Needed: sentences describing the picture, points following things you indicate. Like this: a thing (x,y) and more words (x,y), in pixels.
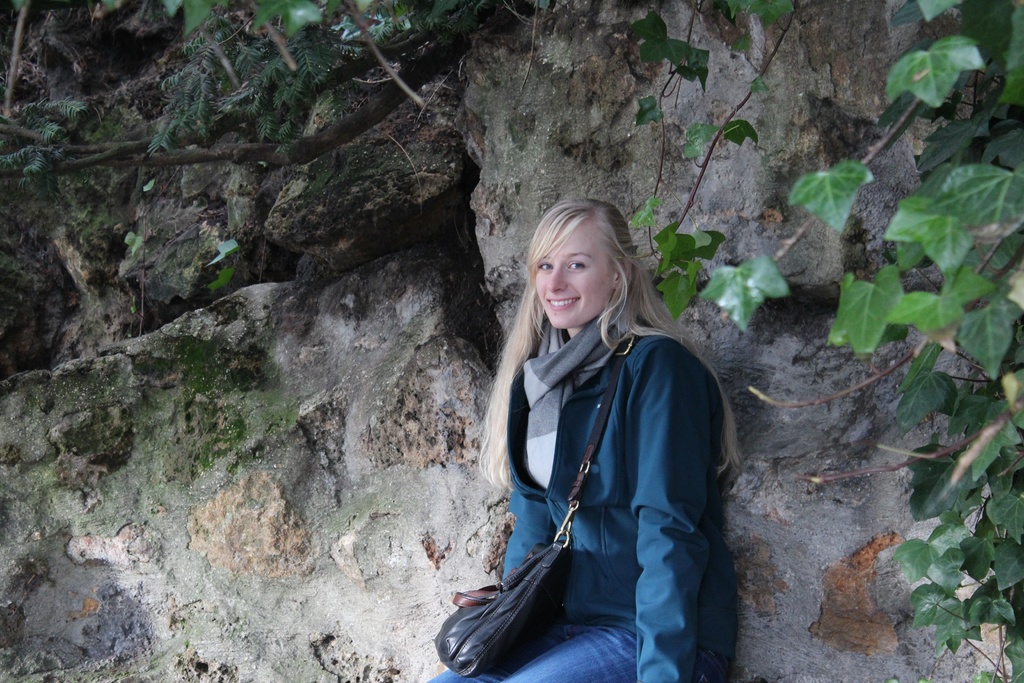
In this picture we can see a woman (552,380) wearing the bag (534,587) and sitting in front of the rock (515,255), side we can see plants (904,380).
